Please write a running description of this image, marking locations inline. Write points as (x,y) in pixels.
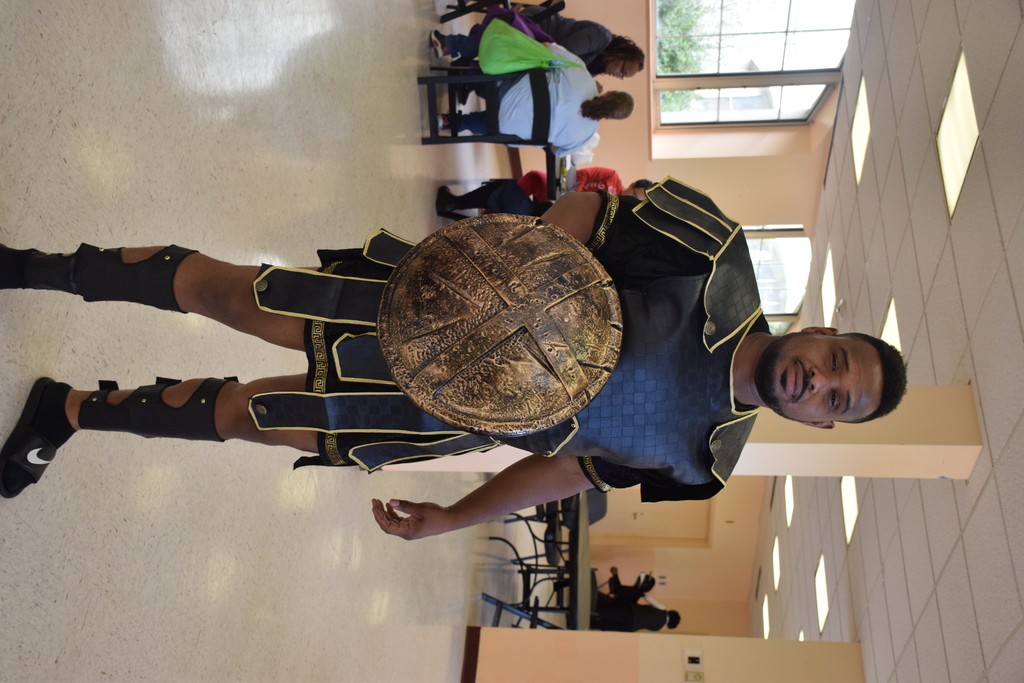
In this image we can see a person (717,362) standing and holding an object (505,334) in his hand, behind the person (611,213) there are a few people (550,86) seated on chairs (542,118) and there are some tables (570,550) in front of them.
